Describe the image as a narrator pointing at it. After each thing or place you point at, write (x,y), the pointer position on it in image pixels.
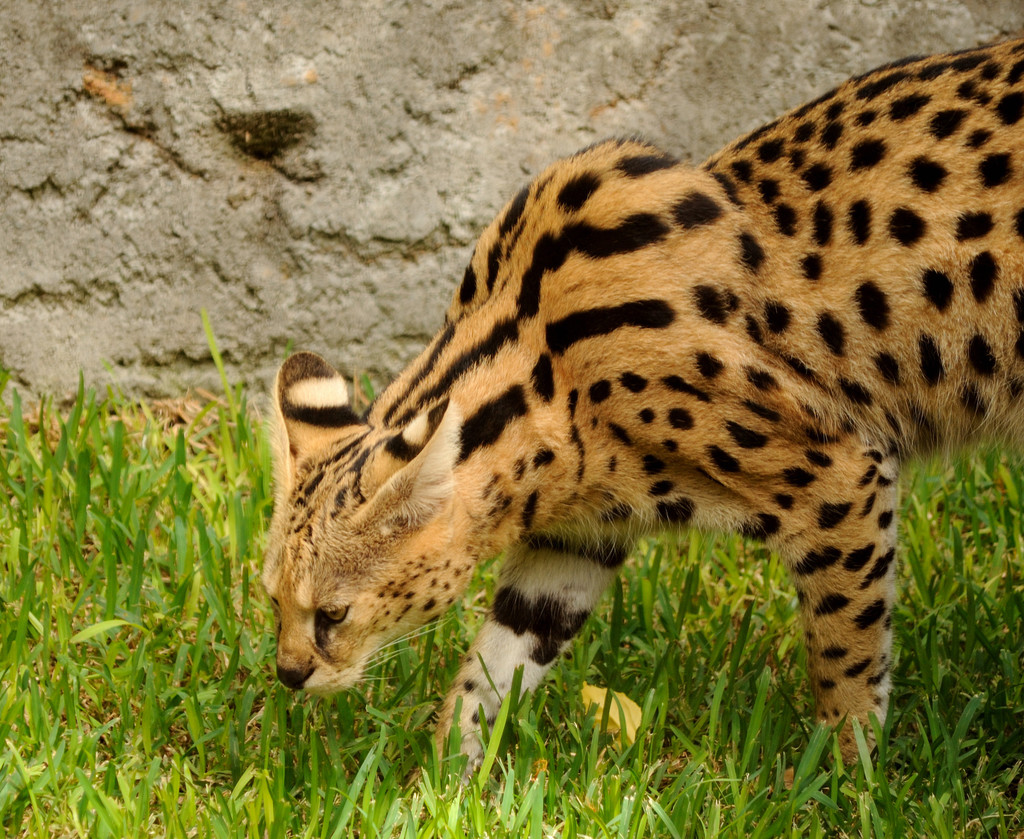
Here we can see a serval (890,475). This is grass (191,674) and there is a wall (420,152).
